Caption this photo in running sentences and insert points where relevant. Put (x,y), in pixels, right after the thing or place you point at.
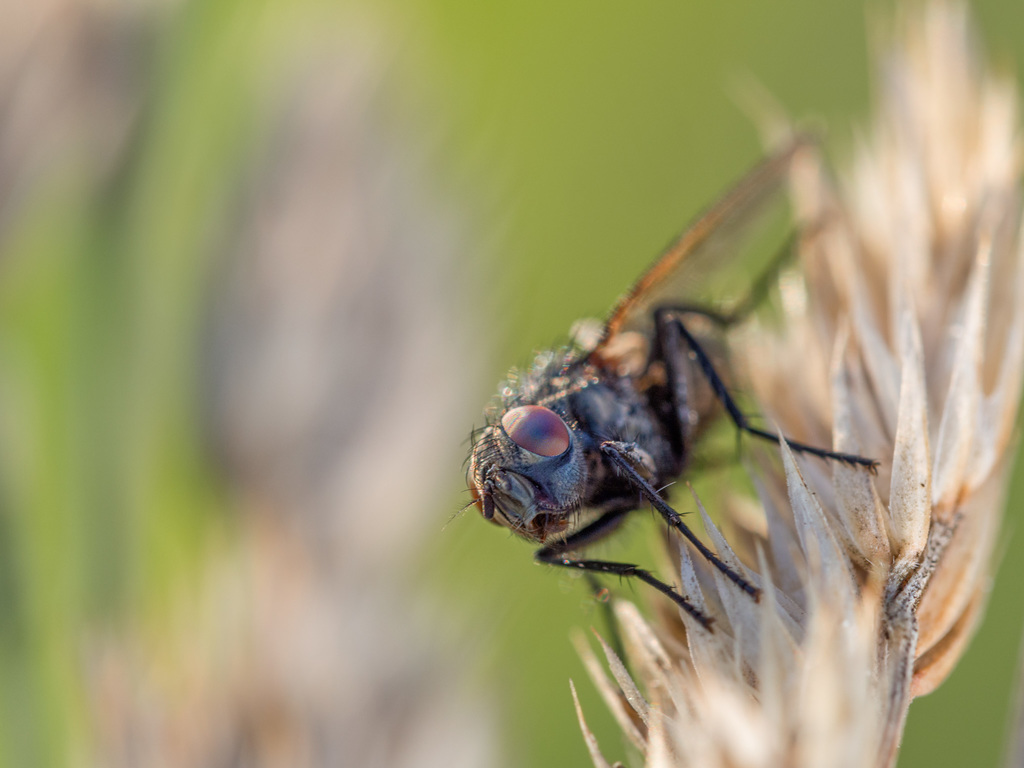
In the picture we can see a house fly (711,363) sitting on the dried plant (656,630) with thorns (895,179) in it and to the house fly (747,217) we can see wings (716,257), legs (671,520), and eyes (545,442) and behind it we can see a green color thing (442,206) which is not clearly visible.
